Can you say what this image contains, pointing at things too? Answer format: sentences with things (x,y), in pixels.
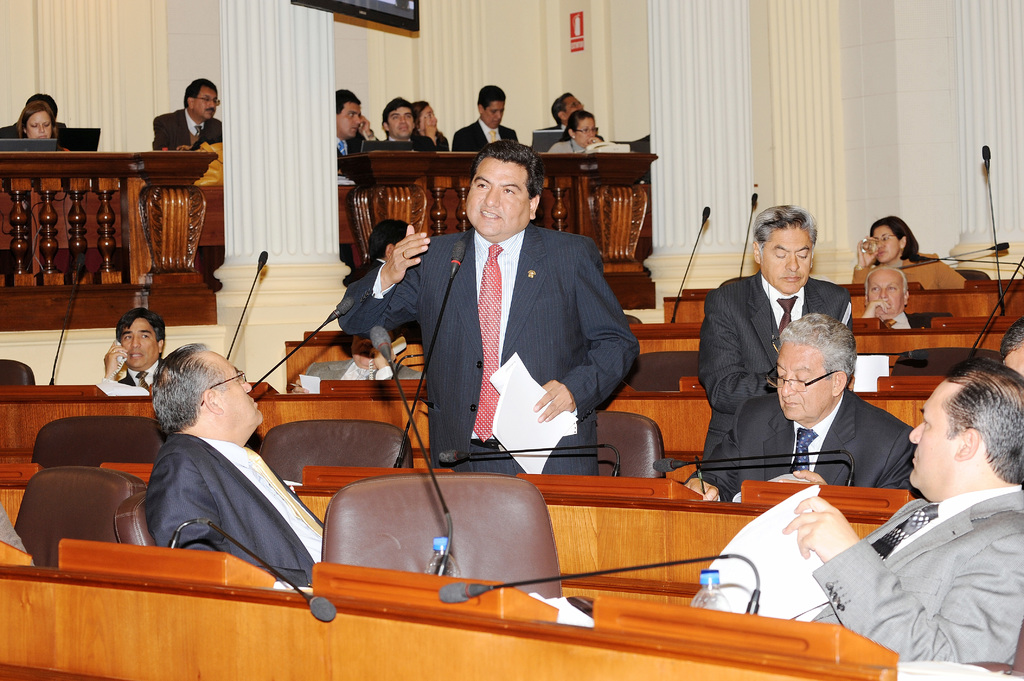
Few person (920,267) sitting on the chair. These two persons (485,351) standing. We can see tables (678,518) and chairs (952,354). On the table (652,619) we can see microphones (299,587) and bottle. This person (808,554) holding paper (765,533). On the background (399,57) we can see wall (530,17), frame (380,17).
